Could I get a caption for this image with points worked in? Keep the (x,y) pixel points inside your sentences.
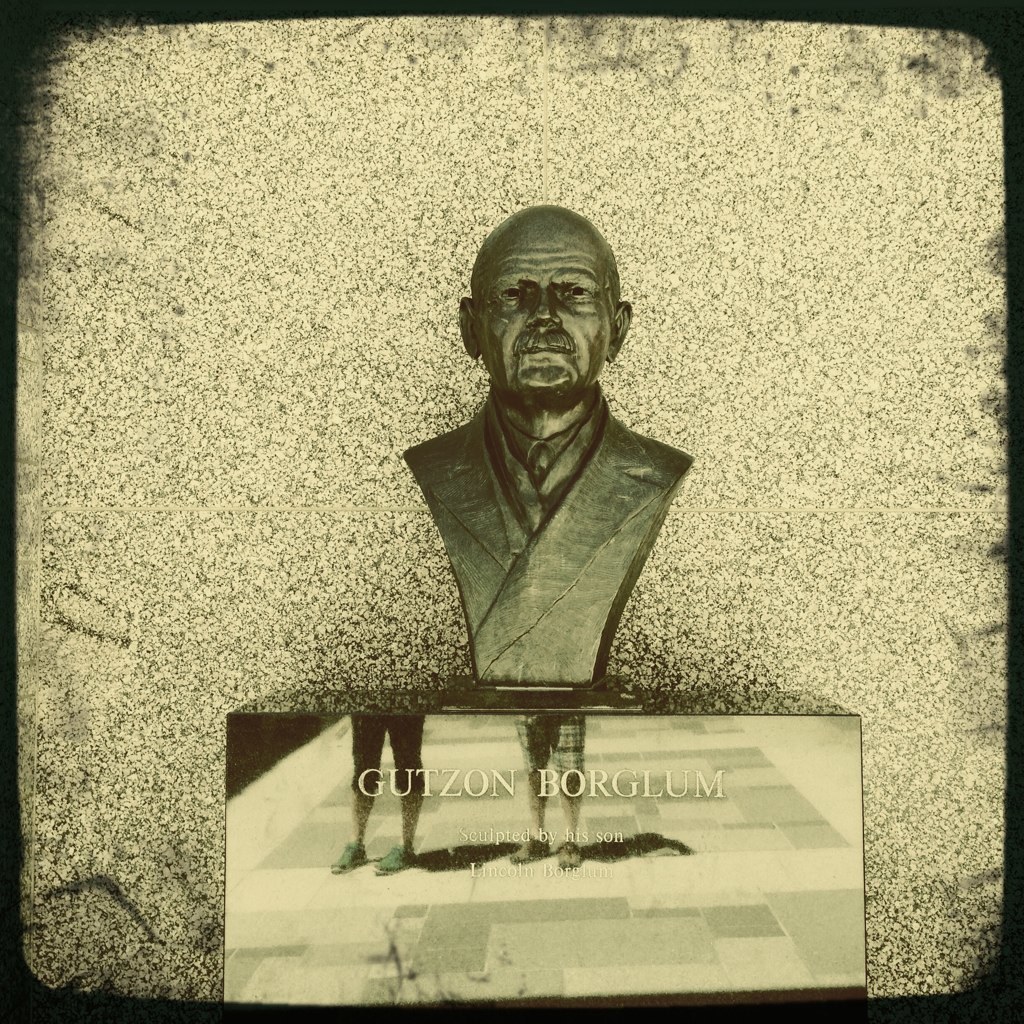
At the bottom of the image (478,797) there is a pedestal (579,840) with a name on it. And there is a statue of a person (556,451) on the pedestal (748,825). Behind the statue (547,639) there is a wall (967,529).
